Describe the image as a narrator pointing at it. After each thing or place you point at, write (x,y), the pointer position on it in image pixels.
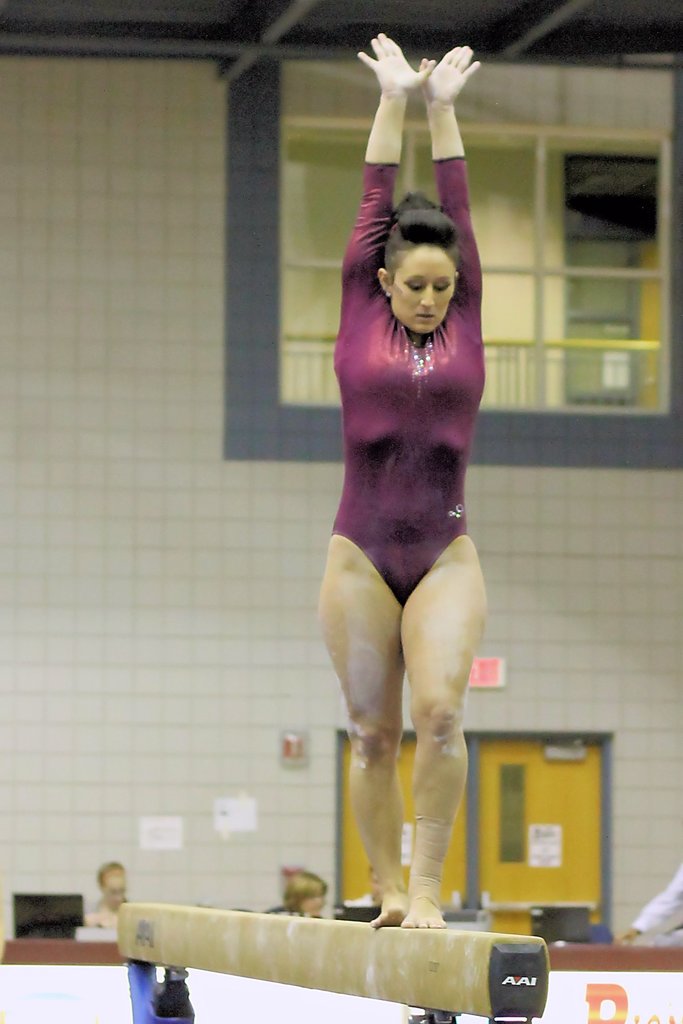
In the image in the center (375,360) we can see one person (375,651) standing on the pole (270,928). In the background (95,461) we can see wall (312,767), roof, fence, glass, door (518,911), sign board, notes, table (591,958), laptop (571,933), banner (643,981) and few people (124,893) were sitting.
